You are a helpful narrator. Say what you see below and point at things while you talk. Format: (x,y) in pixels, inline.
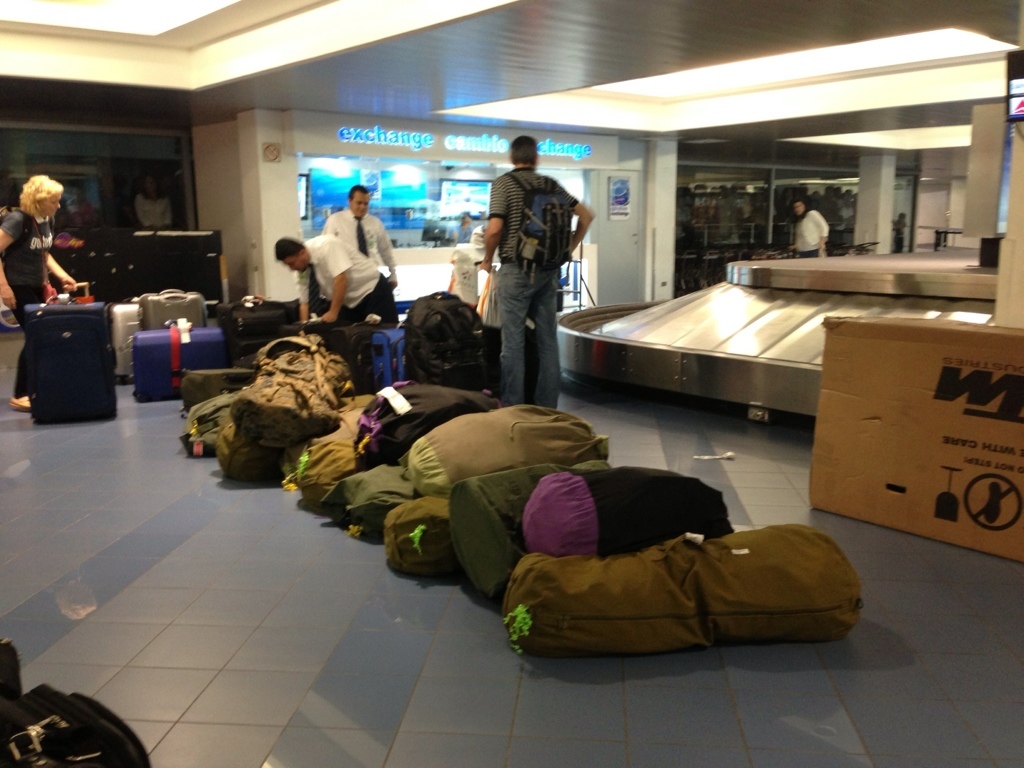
In this image, we can see people (497,244) and one of them is wearing a bag (550,218) and we can see a box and there are bags (222,357) on the floor (224,633). In the background (557,156), there are boards (1014,100) and we can see some text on the wall (398,124). At the top (717,88), there are lights (160,5).
